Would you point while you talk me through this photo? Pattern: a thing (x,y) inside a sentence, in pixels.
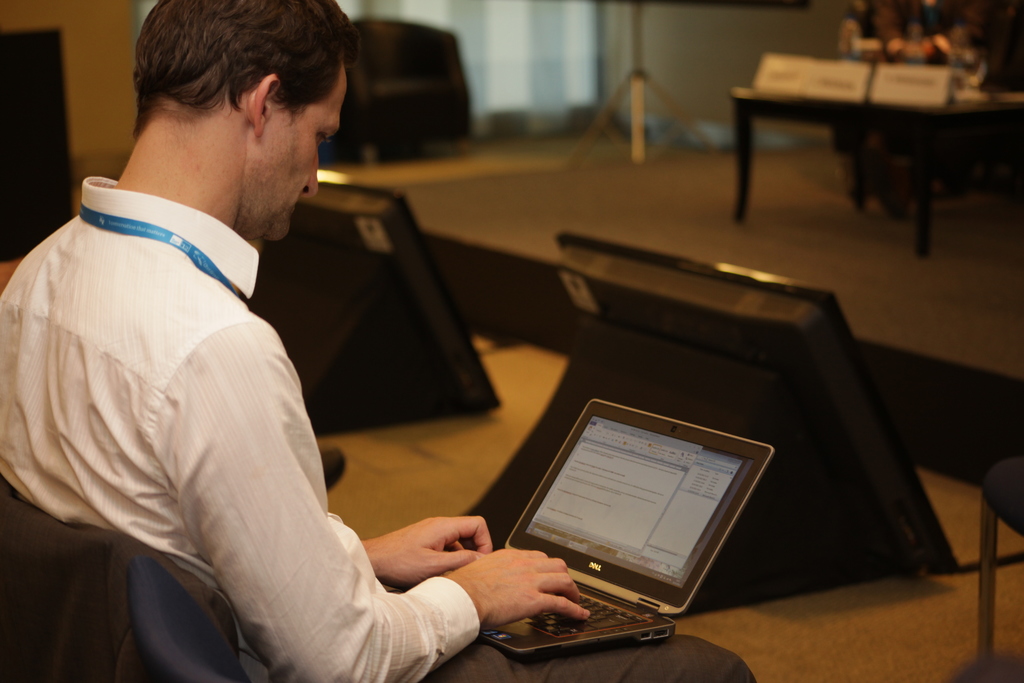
In this picture I can observe a man (239,386) sitting on the chair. In front of him there is a laptop (619,580). In the top right side (965,117) I can observe a table (861,105). The background (504,61) is partially blurred.
